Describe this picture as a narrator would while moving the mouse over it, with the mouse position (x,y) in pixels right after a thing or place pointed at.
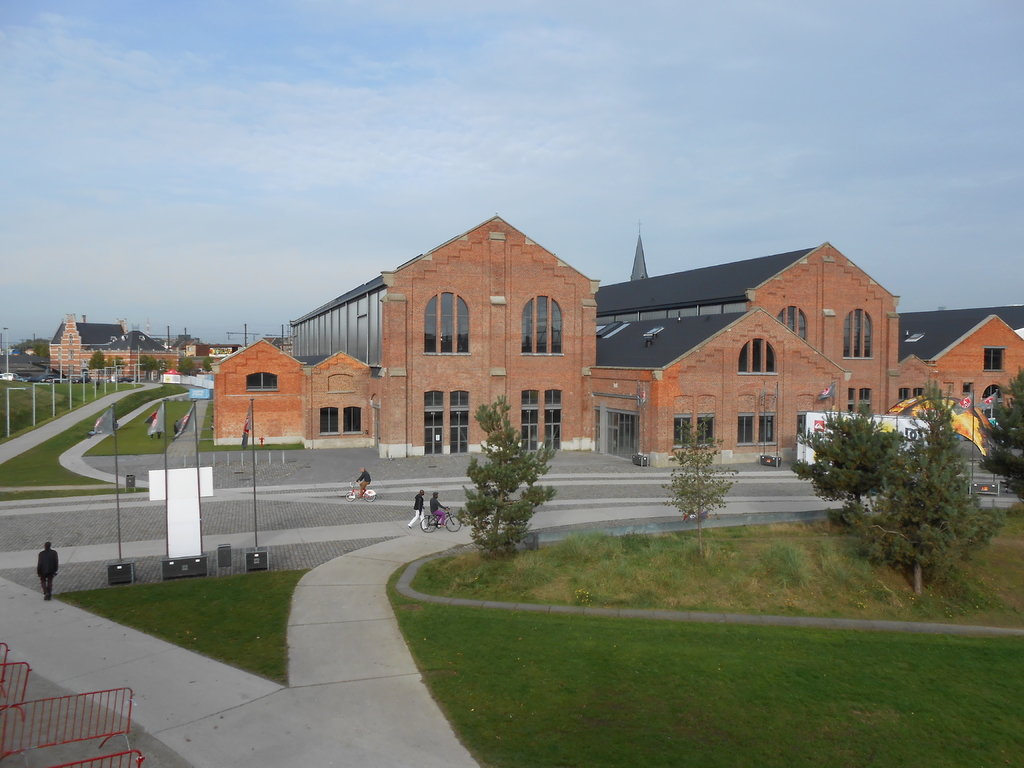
In the picture we can see a grass surface (896,739) with some trees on it and beside it, we can see a road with some people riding a bicycle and behind them, we can see some buildings (354,409) and near to it, we can see a van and some poles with flags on the path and in the background (462,200) we can see the sky (349,211) with clouds (459,125).
